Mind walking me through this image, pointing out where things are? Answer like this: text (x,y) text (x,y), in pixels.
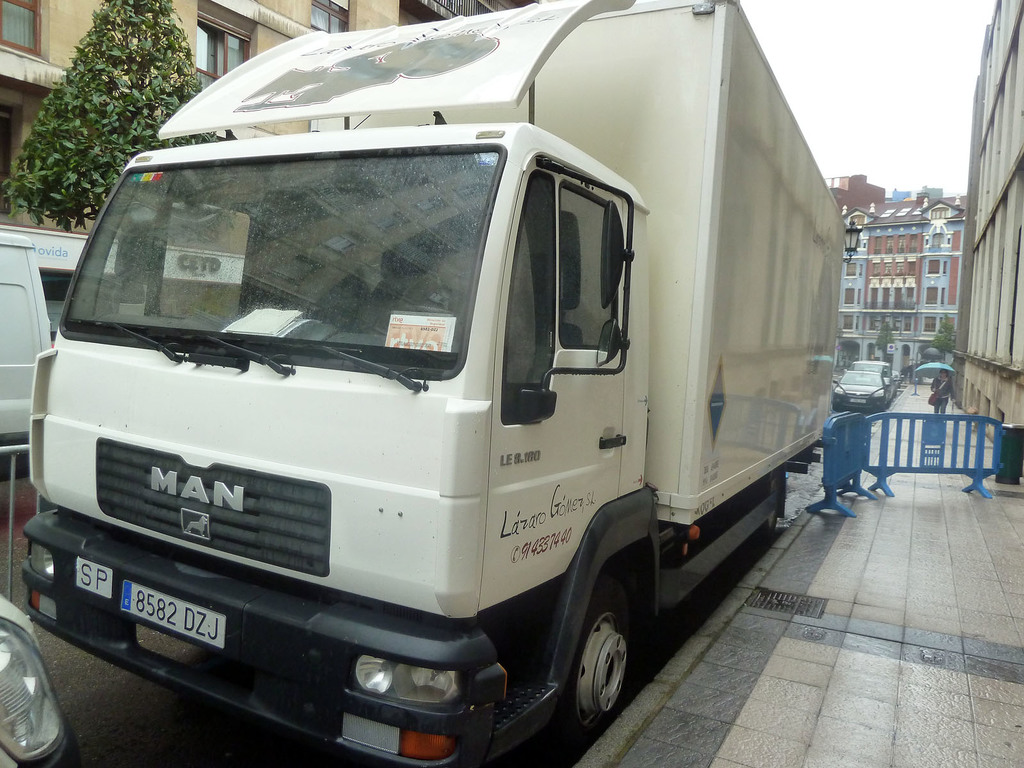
In this image we can see some vehicles (435,323) on the road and there is a person (934,406) holding an umbrella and walking on the sidewalk (864,682) and we can see some objects (852,513) which looks like barricades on the sidewalk (918,392). We can see some buildings (1013,378) and trees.
